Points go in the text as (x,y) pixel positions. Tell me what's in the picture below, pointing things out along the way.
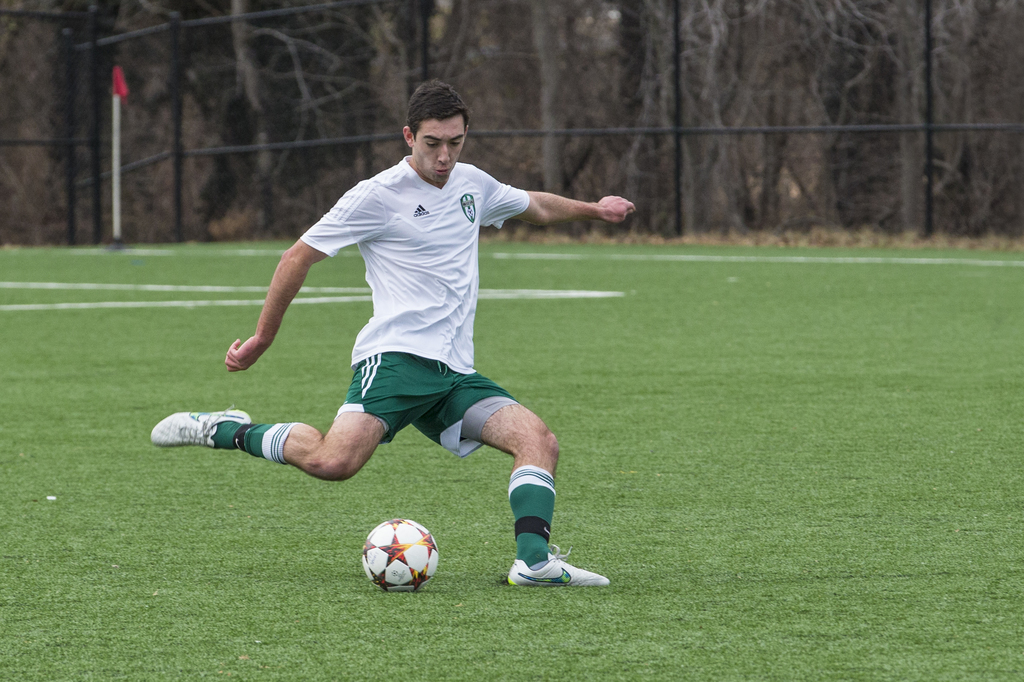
In this picture there is a boy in the center of the image (439,393), on the grassland (471,460), he is about to kick the ball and there are trees (898,137) and a boundary (92,184) at the top side of the image (492,121), there is a pole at the top side of the image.
